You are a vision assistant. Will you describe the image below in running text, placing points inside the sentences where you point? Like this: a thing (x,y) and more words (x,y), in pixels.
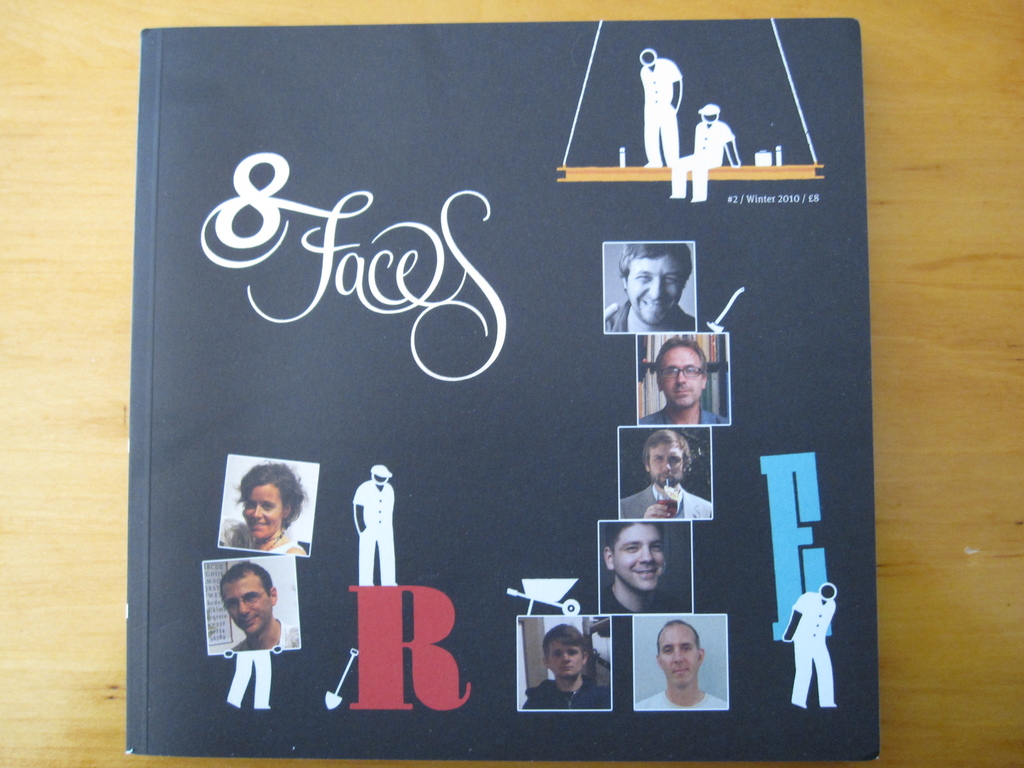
In the center of this picture (651,289) we can see an object (777,702) which seems to be the book (192,255) we can see the text (269,252) and numbers (789,197) and the pictures (693,406) of persons (721,165) and the pictures (508,591) of some other objects (662,147) on the cover (168,403) of the book (314,413). In the background (985,312) we can see a wooden table (956,79).
